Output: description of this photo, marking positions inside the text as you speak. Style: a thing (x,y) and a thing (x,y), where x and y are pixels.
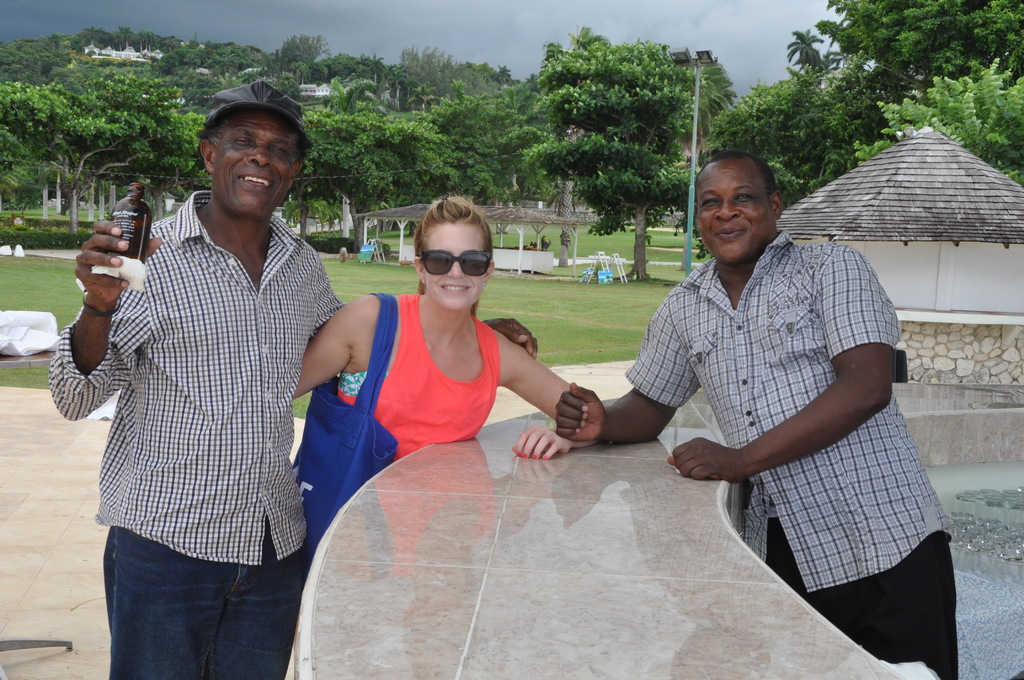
In this picture I can see a woman (469,283) and 2 men (497,327) standing in front (455,342) and I see that they're smiling. I can also see that, the man (251,142) on the left (195,257) is holding a thing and the woman (482,228) is carrying a bag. In the middle of this picture (573,315) I can see the path (57,638), grass (554,323) and number of trees (804,197). I can also see the sky (379,39) in the background (444,25) and I see that it is a bit cloudy.
